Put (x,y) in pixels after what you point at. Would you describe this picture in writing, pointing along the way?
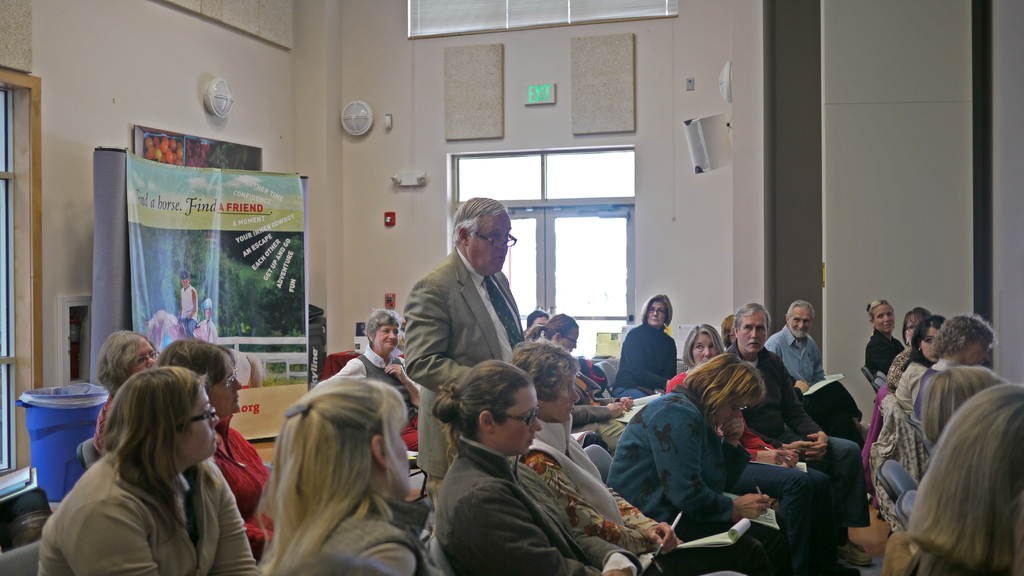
In this picture I can see there is a man (514,348) standing, he is wearing a blazer (477,321), spectacles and there are a few people (386,475) sitting in the chairs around him. There is a banner (294,253) in the backdrop (200,222), there is an image (172,334) of a boy (191,312) riding a horse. There are two windows (546,185) at the left (14,321) and right side. There is a blue color object (67,436) at left side (83,434).
